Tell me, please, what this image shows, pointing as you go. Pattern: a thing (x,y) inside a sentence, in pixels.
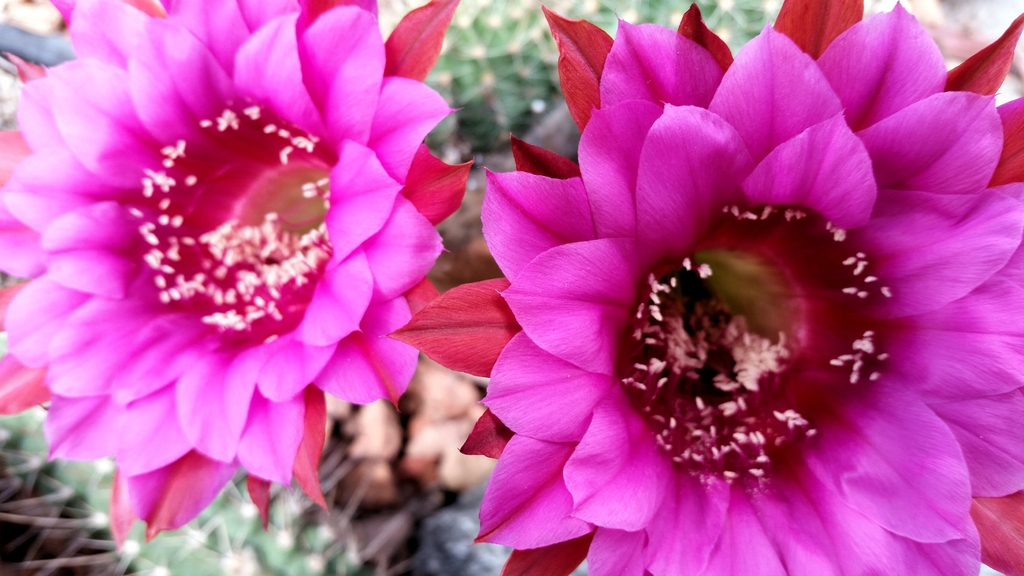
In this picture I can observe two pink color flowers (839,455). The background (501,104) is blurred.
